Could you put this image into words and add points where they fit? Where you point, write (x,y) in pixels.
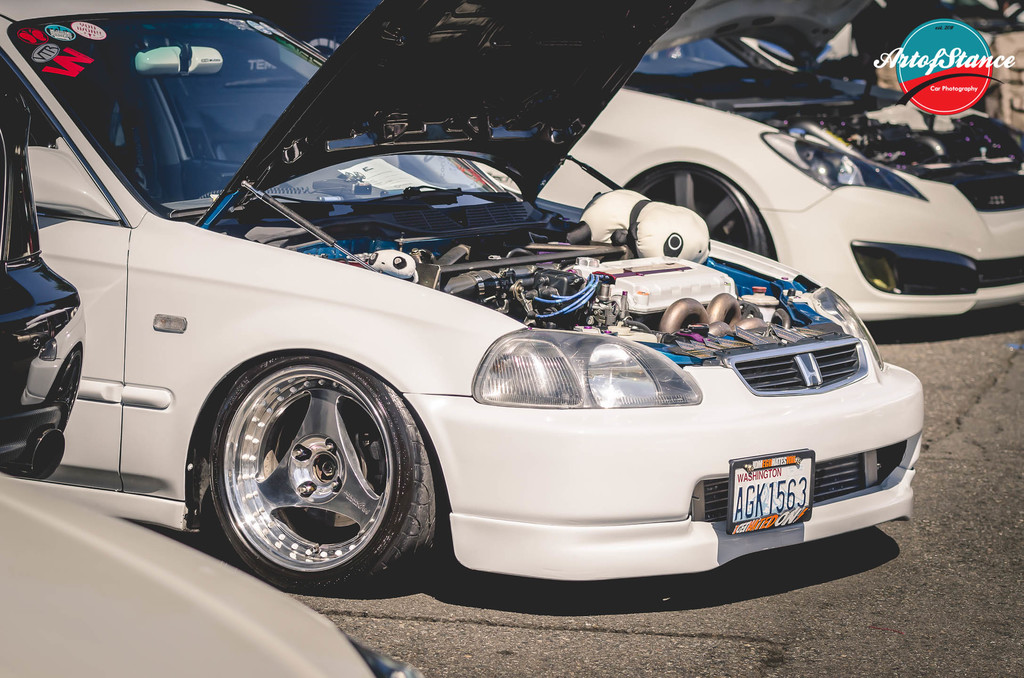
In this image there are some vehicles (281,372) which are opened and also we could see some engines (530,280), at the bottom (506,615) there is a road (899,596).
